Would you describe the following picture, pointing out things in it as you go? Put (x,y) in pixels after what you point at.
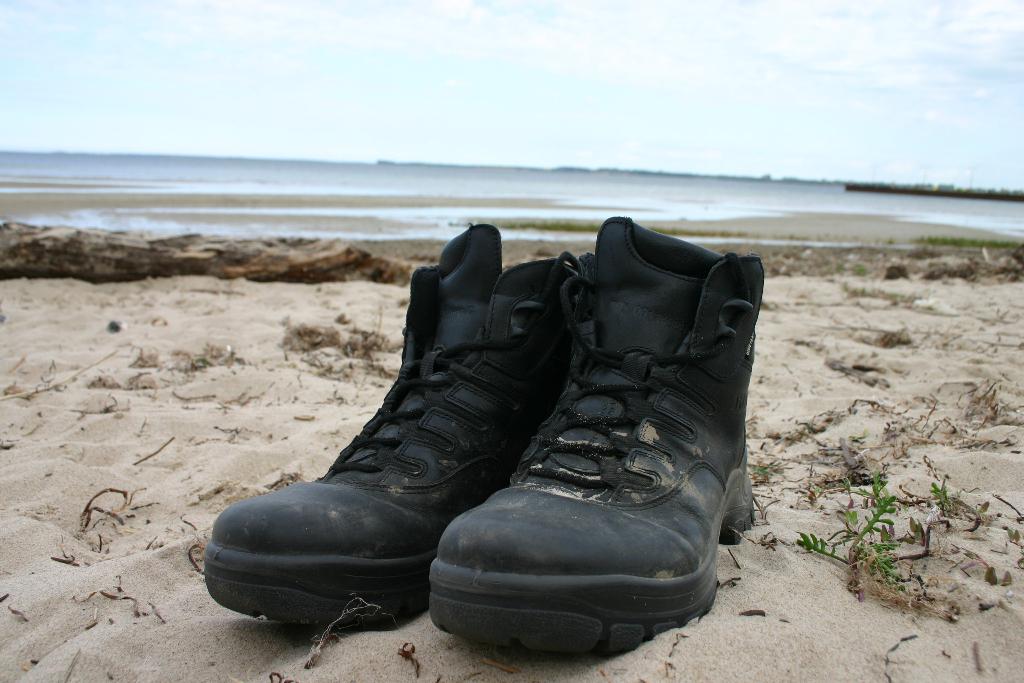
In this image there is a pair of shoes (595,463) on the sand (1019,613). In the background (448,170) there is a river (517,169) and the sky (616,90).
